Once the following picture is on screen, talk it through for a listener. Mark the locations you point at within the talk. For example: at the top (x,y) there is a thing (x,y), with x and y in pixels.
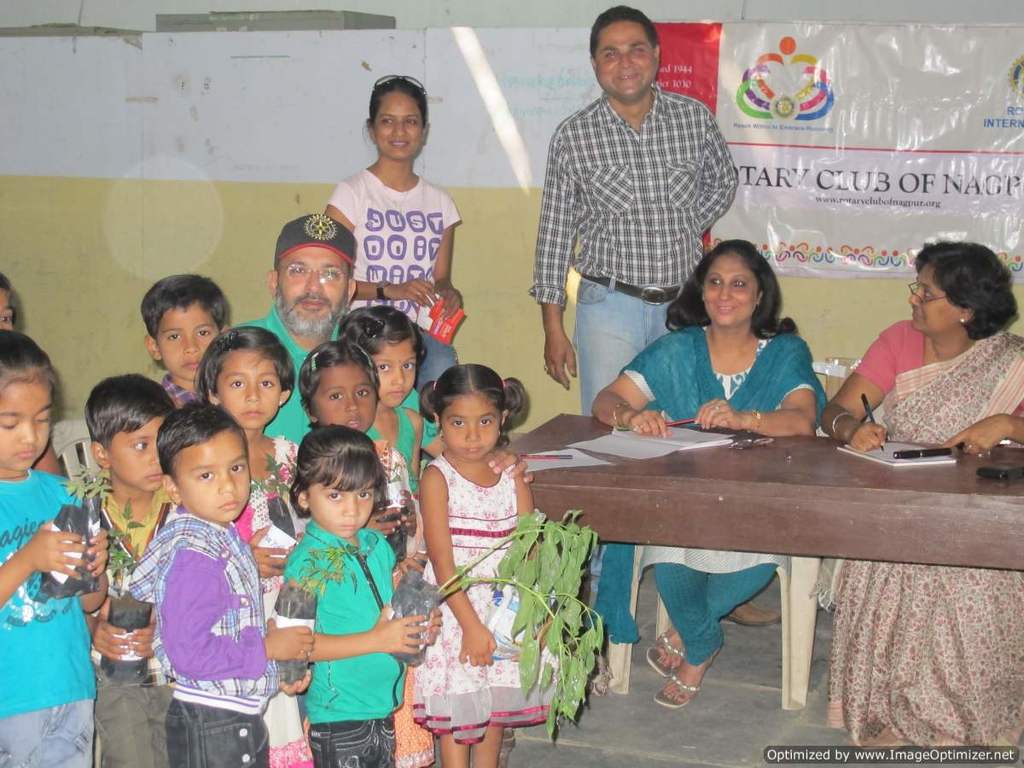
In this image there is a table (641,490) in the middle (641,490). Beside the table (744,530) there are two women (741,408) who are sitting in the chairs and writing in the book (872,460). In the background (506,174) there is a banner (766,114) attached to the wall (467,133). On the left side (175,500) bottom there are few kids (130,440) standing on the floor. Behind them there are two persons (459,221).
